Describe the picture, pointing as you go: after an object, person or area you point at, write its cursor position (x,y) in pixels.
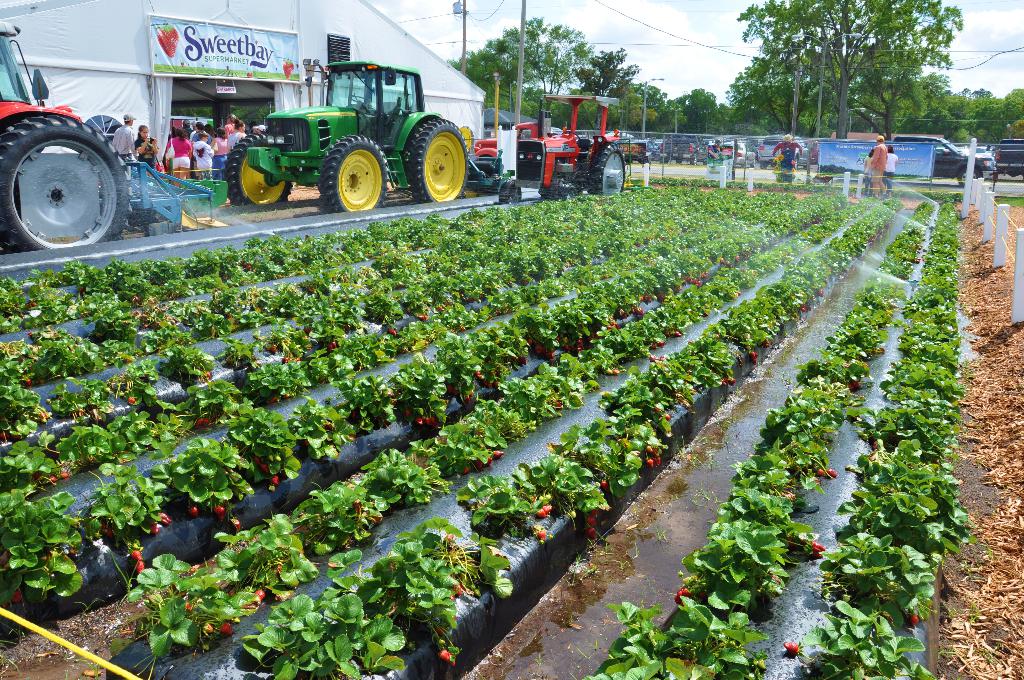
In this image we can see the tent (296,101) for shelter. We can also see the board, banner (910,147), vehicles (952,156), plants (546,218), dried leaves (1015,658) and also the fence (1005,209). We can also see the people (155,155). We can see the lights poles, electrical poles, wires (918,68) and also the road (741,171). Sky (664,8) is also visible with some clouds (983,54).
